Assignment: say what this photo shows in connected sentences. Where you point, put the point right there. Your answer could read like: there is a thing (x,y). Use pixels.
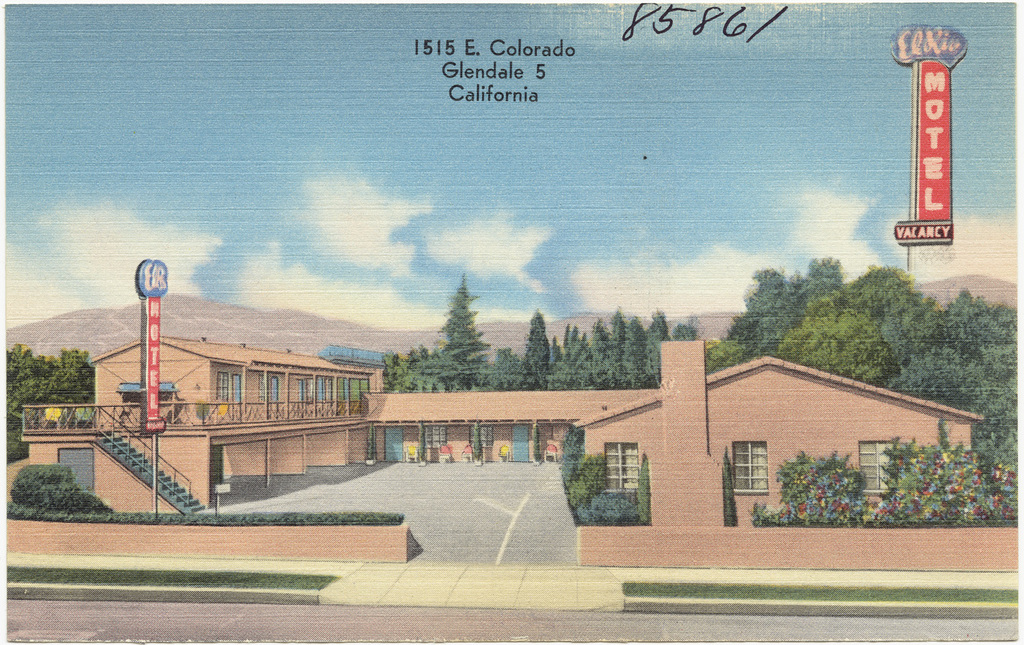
In this image we can see a picture (622,410). In the picture (238,240) there are sky (466,205) with clouds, text (548,66), name boards (148,431), stairs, railings (261,414), buildings (589,399), trees (556,366), hills (369,340), chimney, bushes (64,496), grass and road (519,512).
